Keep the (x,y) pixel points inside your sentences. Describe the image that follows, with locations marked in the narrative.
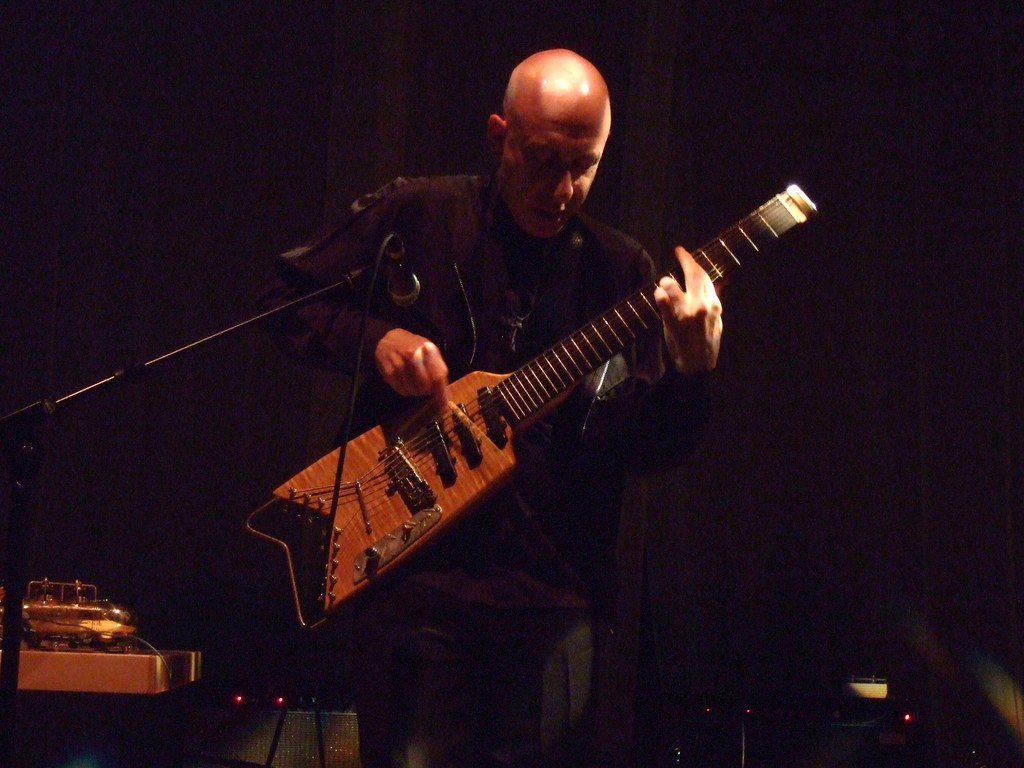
In the image there is a man (550,740) standing and holding a guitar (488,379) on his hand (424,377) and playing it in front of a microphone (395,248), on left side (317,718) we can also see speakers (339,719) and some wires (171,675).
